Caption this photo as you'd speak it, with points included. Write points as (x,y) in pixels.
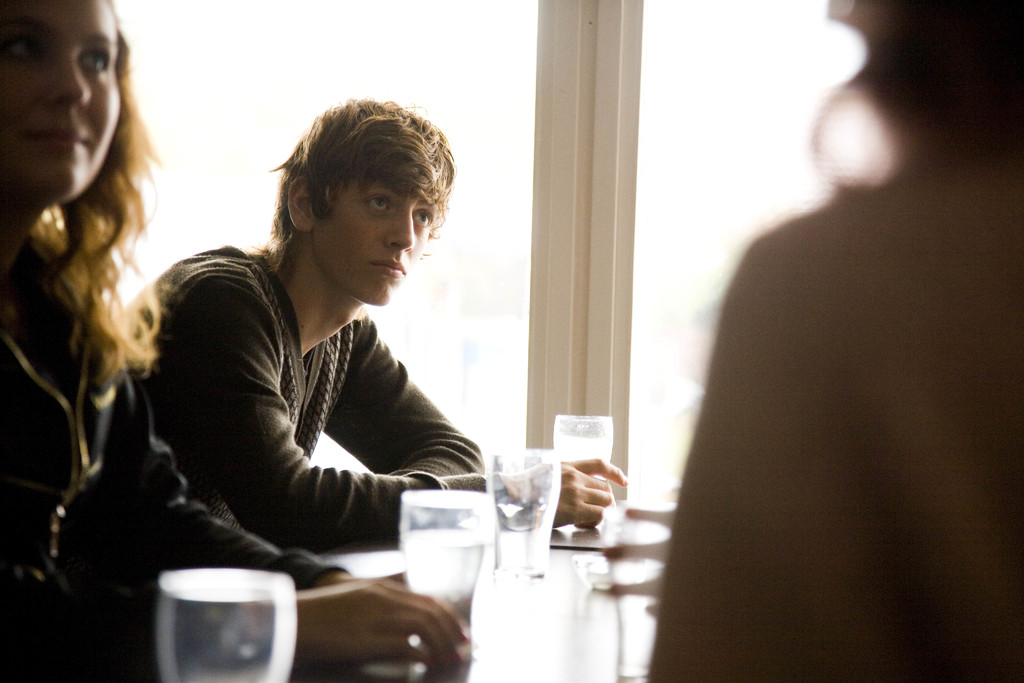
There are two persons (211,363) sitting in chair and there is a table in front of them which has a glass of water (456,527) on it and there is another person (846,367) in the right corner (918,352).
